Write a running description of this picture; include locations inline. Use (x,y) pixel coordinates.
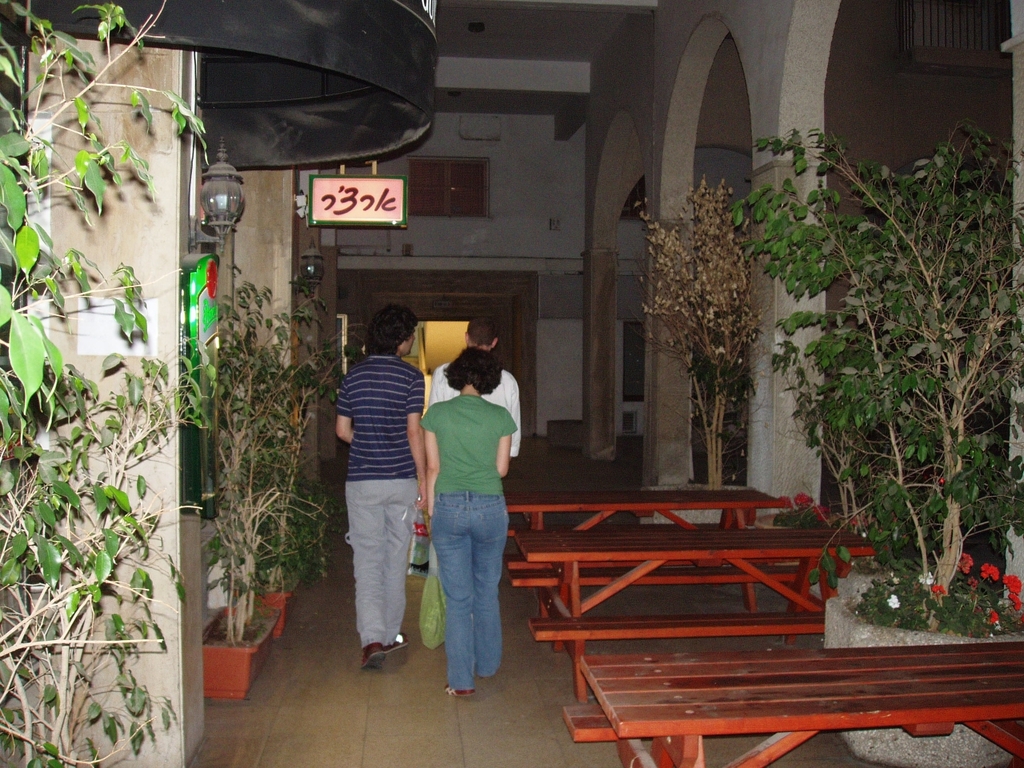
This is a picture of outdoor, and the picture taken at night time, there are red color tables (629,575) and they are the flower pots (870,629) with trees (719,385) and there are red color flowers (1012,597) and white flowers (896,603). There are three persons (473,475) there is a women (461,451) in green t shirt (464,480) and blue jeans (468,579) and the man (392,431) in blue t shirt (376,447) and grey color pant (379,560). The women (464,527) is holding a bag (425,611) and these three people (422,500) are walking on the floor (427,699). There is a light (228,192) hanging on the roof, and there is a window (445,189) also and there is a sign board (360,204) written in some different language.
